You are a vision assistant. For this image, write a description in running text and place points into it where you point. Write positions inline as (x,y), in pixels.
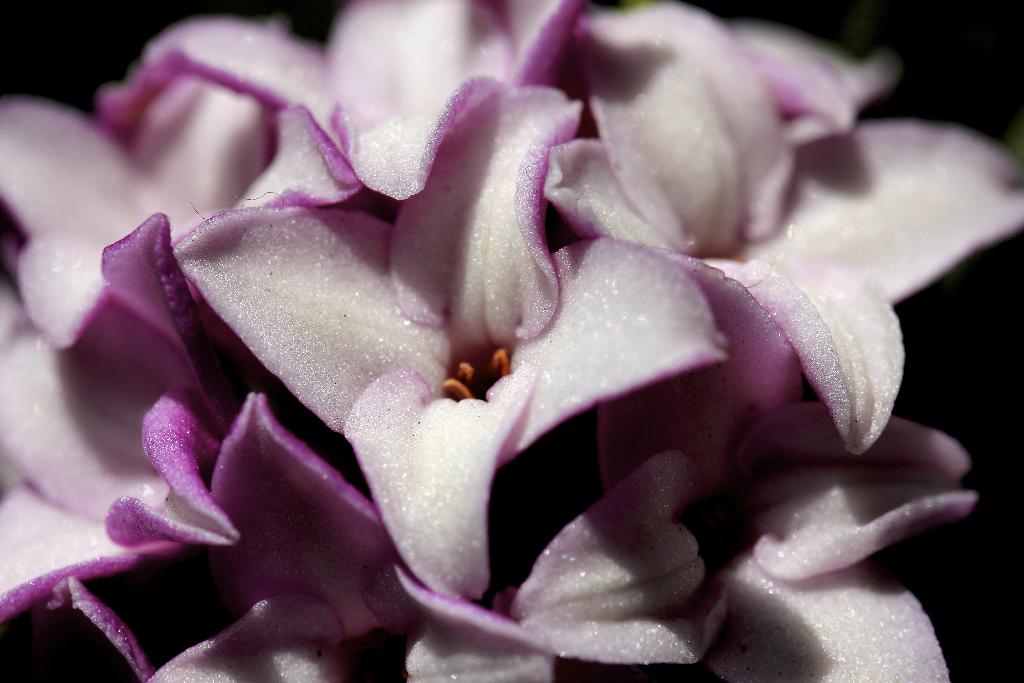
In this image we can see some flowers (470,282) which are in white and pink color.
